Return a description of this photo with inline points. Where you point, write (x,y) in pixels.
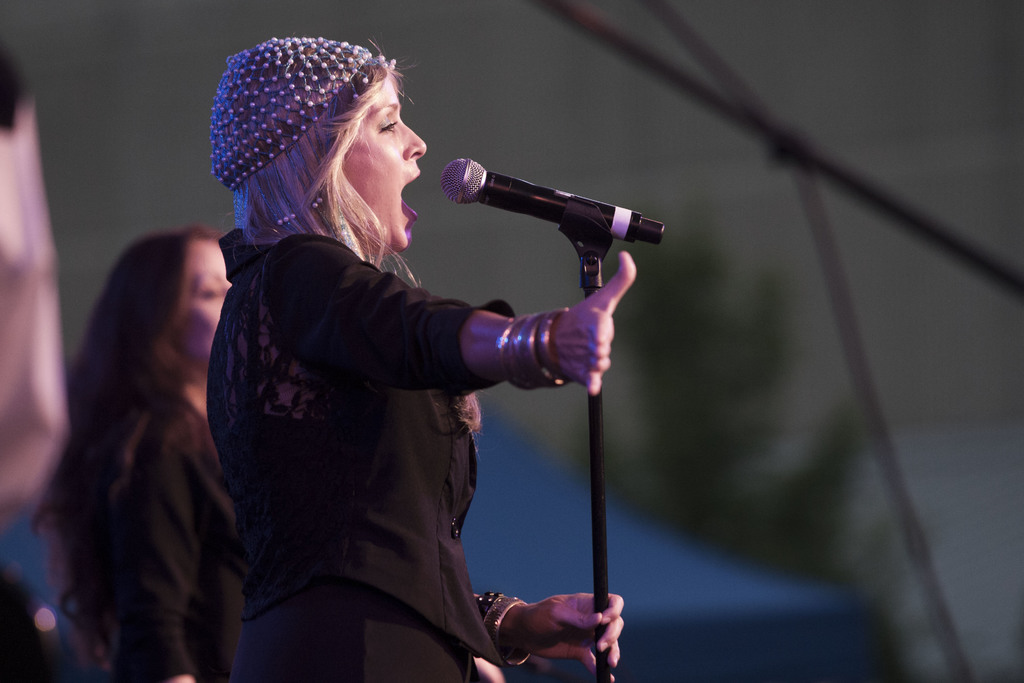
In the image I can a person (494,362) who is standing in front of the mic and to the side there is an other person (135,355).
